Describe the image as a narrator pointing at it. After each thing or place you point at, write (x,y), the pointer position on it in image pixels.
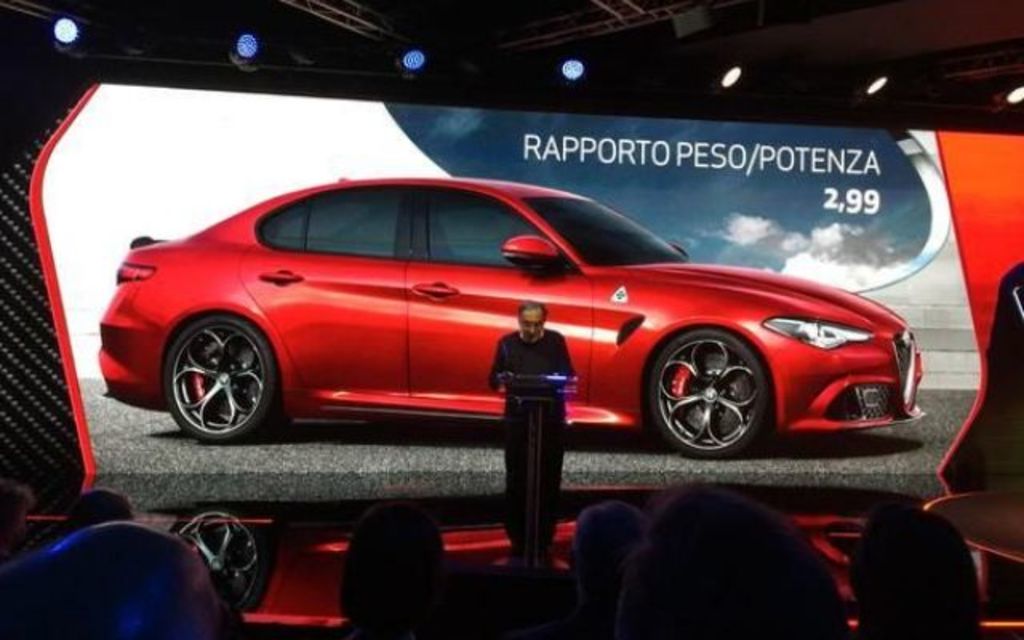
In this picture there is a man (517,335) who is standing near to the speech desk (519,402). In the back (571,358) we can see banner (541,233) which showing a red car (901,403). On the bottom (917,565) we can see group of persons (626,555). On the top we can see lights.
